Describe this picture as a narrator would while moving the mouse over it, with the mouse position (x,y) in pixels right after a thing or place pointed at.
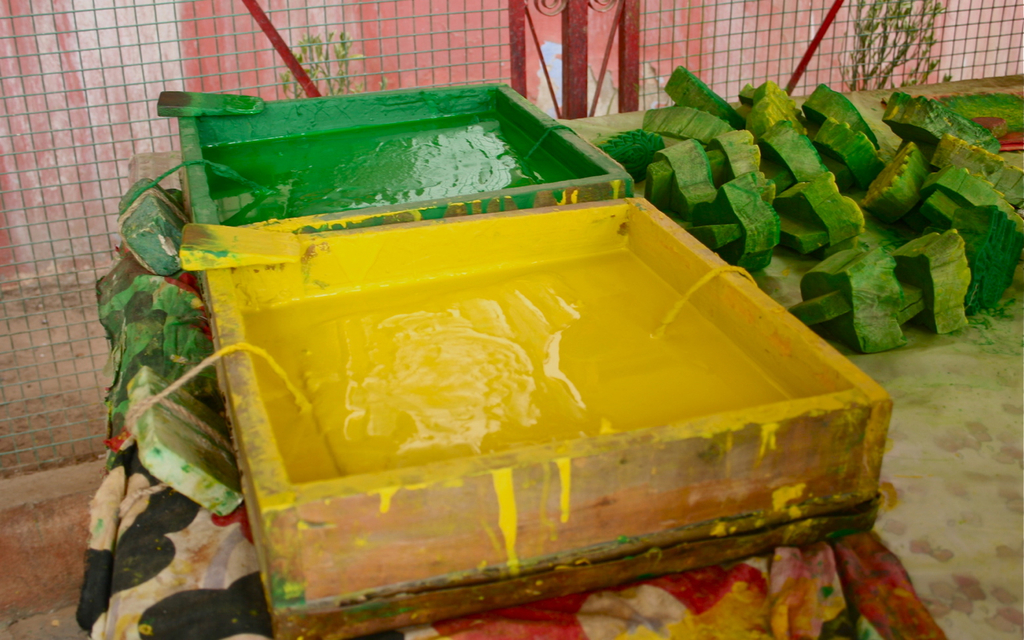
There are a yellow color paint (545,348) and green color paint (365,161) in the wooden boxes (207,177) which are on the table (540,633). This table (640,603) is covered with a cloth (115,569). In the background (800,228), there are wooden objects (810,109), there is a fence (266,27) and there is a wall (184,33).
